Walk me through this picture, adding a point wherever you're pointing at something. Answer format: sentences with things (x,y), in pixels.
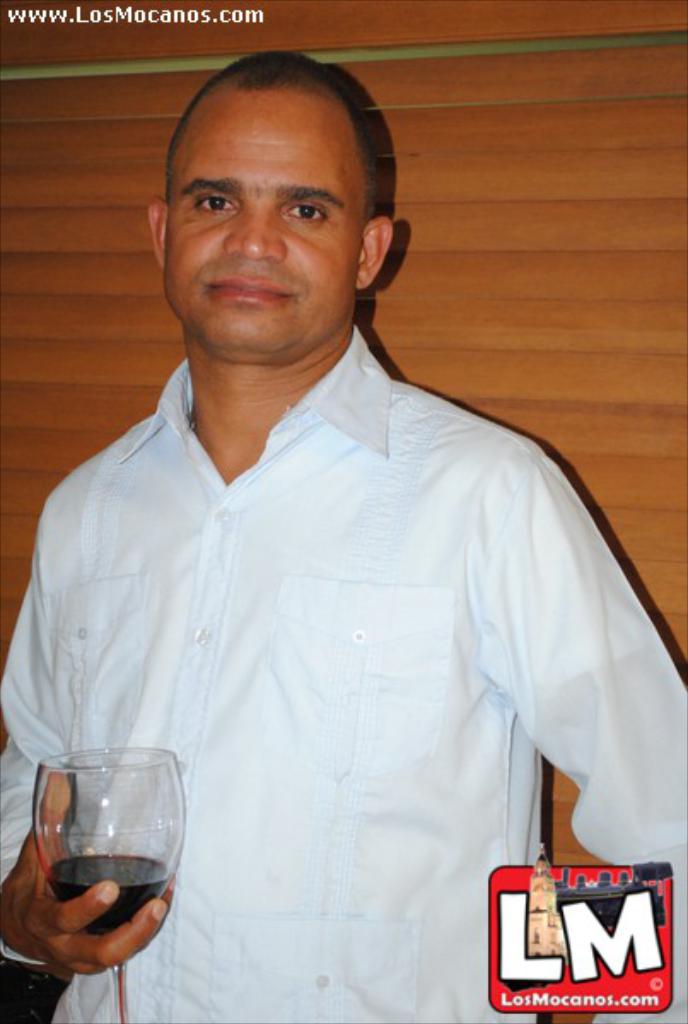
This image consists of a man (184,714) who is holding a glass (182,791) in the bottom left corner (140,914). There is a logo LM (504,867). This man (338,802) is wearing sky blue color shirt (251,597).
